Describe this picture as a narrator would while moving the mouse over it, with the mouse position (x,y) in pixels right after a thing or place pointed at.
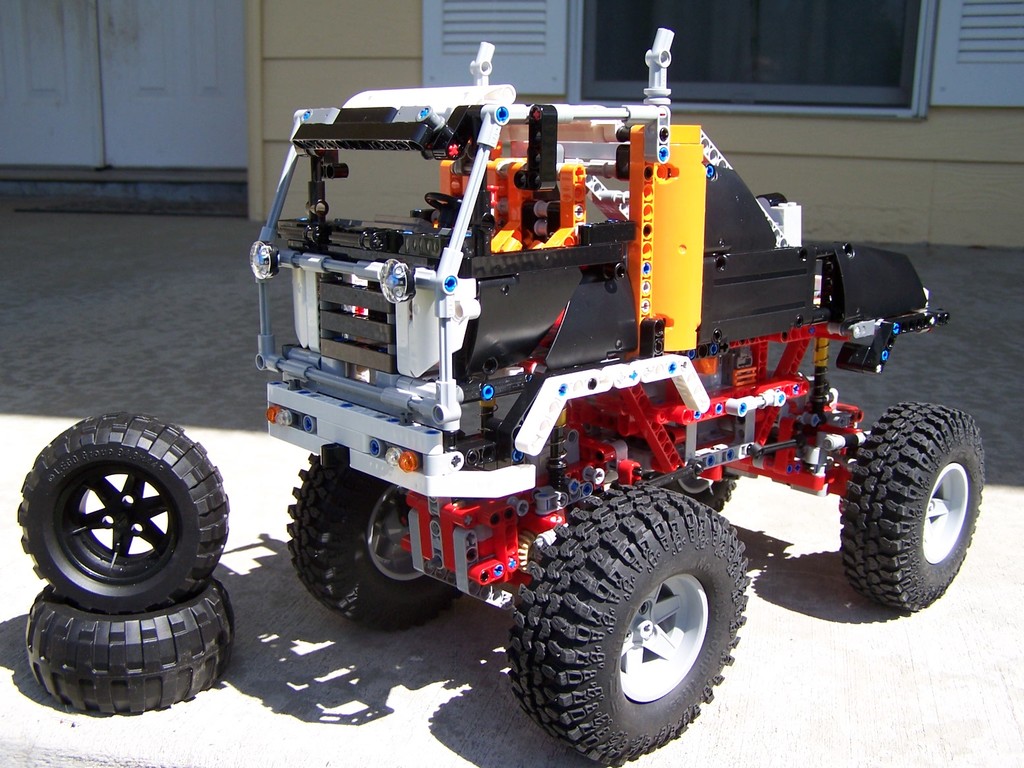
In this image there is a vehicle (494,324), beside the vehicle (427,444) there are tires (176,568). Behind the vehicle (411,351) there are glass windows (619,18) and wooden door (237,83) on the wall (339,40).
